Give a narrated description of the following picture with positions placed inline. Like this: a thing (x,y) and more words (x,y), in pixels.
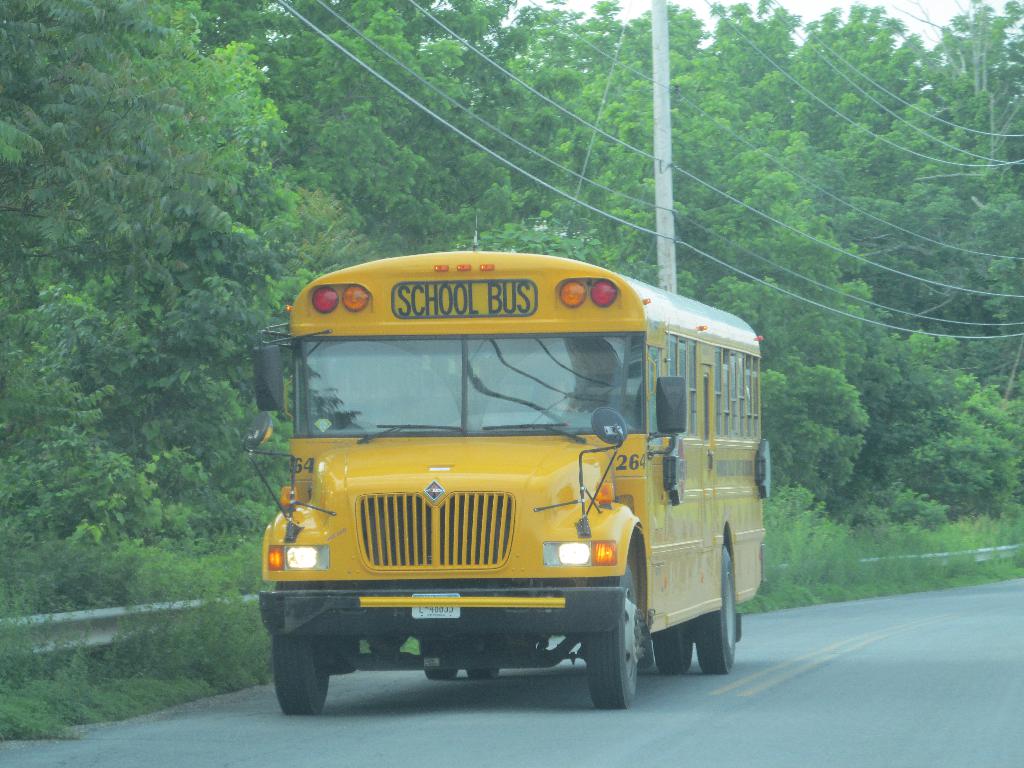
In the middle of the picture (391,394), the bus (418,500) in yellow color is moving on the road (645,726). At the bottom of the picture (789,724), we see the road (812,716). On the left side (280,467), we see grass (121,678) and trees (51,519). In the background (614,122), we see electric poles (666,178), wires (676,211) and trees (855,470).
